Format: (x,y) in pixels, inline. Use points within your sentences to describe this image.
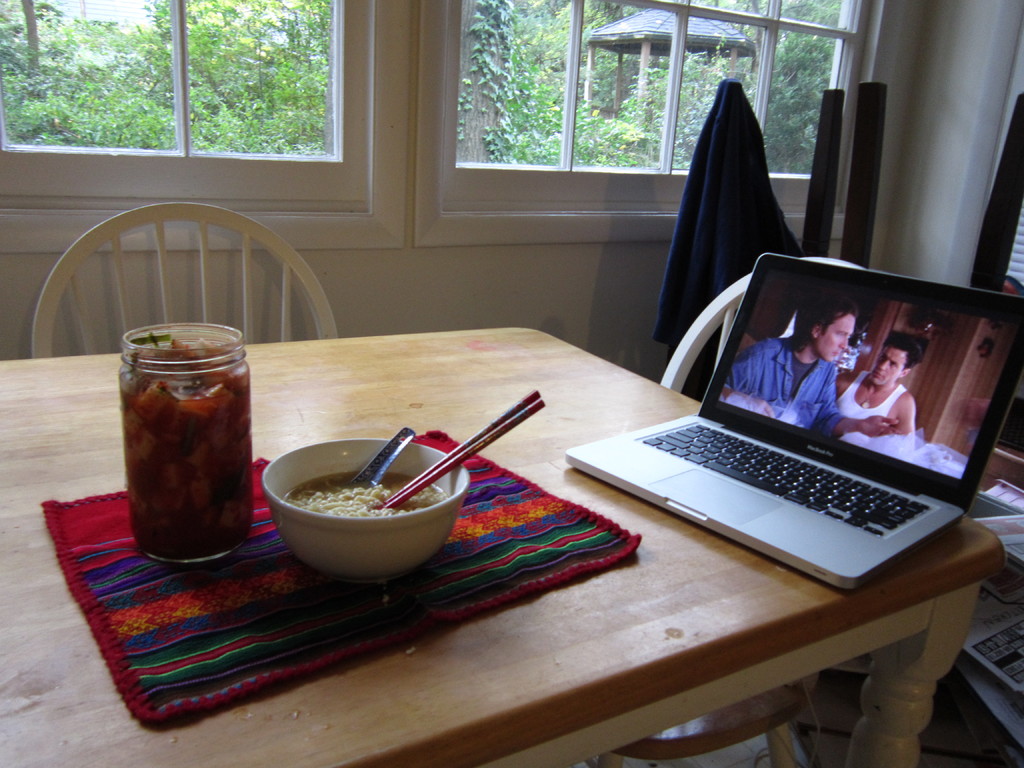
This image clicked in a room (106,521). In the front (541,600), there is a table (489,625) on which a laptop (734,522), bowl (363,543) and a jar (188,511) are kept. Beside the table (379,382), there is a chair (204,280). In the background (353,47), there is a window (507,88), through which the trees (713,78) are seen.
